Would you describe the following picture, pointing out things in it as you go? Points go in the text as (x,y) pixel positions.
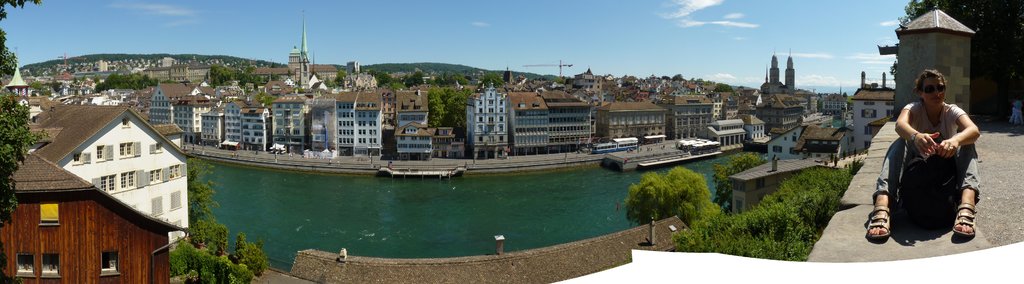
To the right corner of the image (931,122) there is a person (953,129) sitting on the floor (894,130). Behind the person (922,100) there is a room (945,19) with roof (932,17) and tree (957,11). To the left side of the image (53,163) there are houses (91,175) with roofs (73,186), walls (133,130) and windows (175,166). And also there are trees (199,235). In the middle of the image (537,181) there is water (571,176). Behind the water (282,218) there is a footpath (457,164) with few people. And also there are many houses (486,89) with roofs (586,101), windows (364,131), walls (484,110) and poles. And also there are many trees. Behind the houses (518,79) there are hills (504,70). And to the top of the image (586,27) there is a sky (568,39).
